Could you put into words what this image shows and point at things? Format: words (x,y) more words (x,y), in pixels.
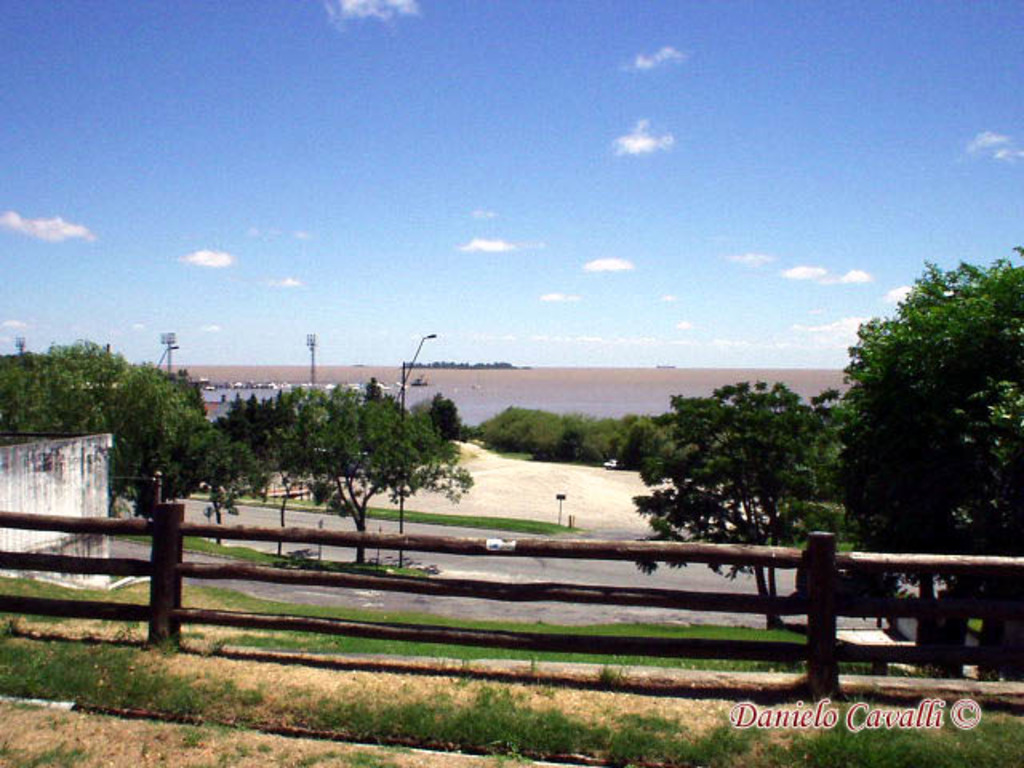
In this image we can see sky (435,239) with clouds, sea (345,372), road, trees (391,450), street poles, street lights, wooden fence (663,651) and ground (709,632).
